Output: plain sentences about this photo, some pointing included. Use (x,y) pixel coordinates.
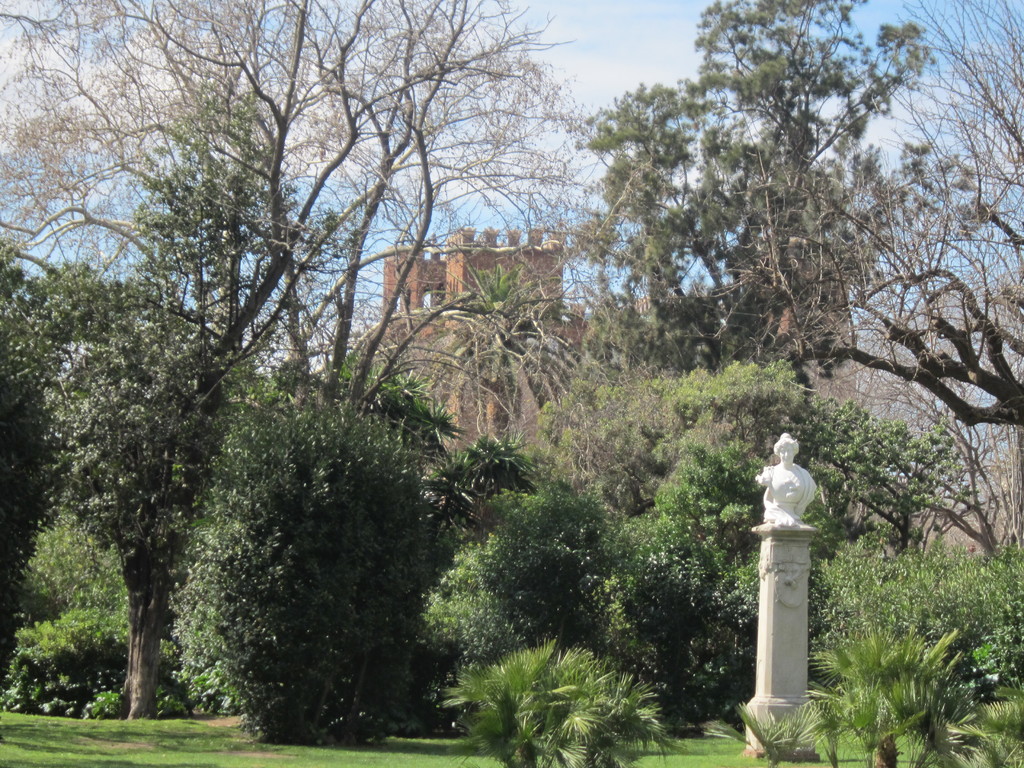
In the image there are plants (523,656), trees (384,540) and on the right side (782,494) there is statue (780,481) and in the background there is a fort (414,315).
